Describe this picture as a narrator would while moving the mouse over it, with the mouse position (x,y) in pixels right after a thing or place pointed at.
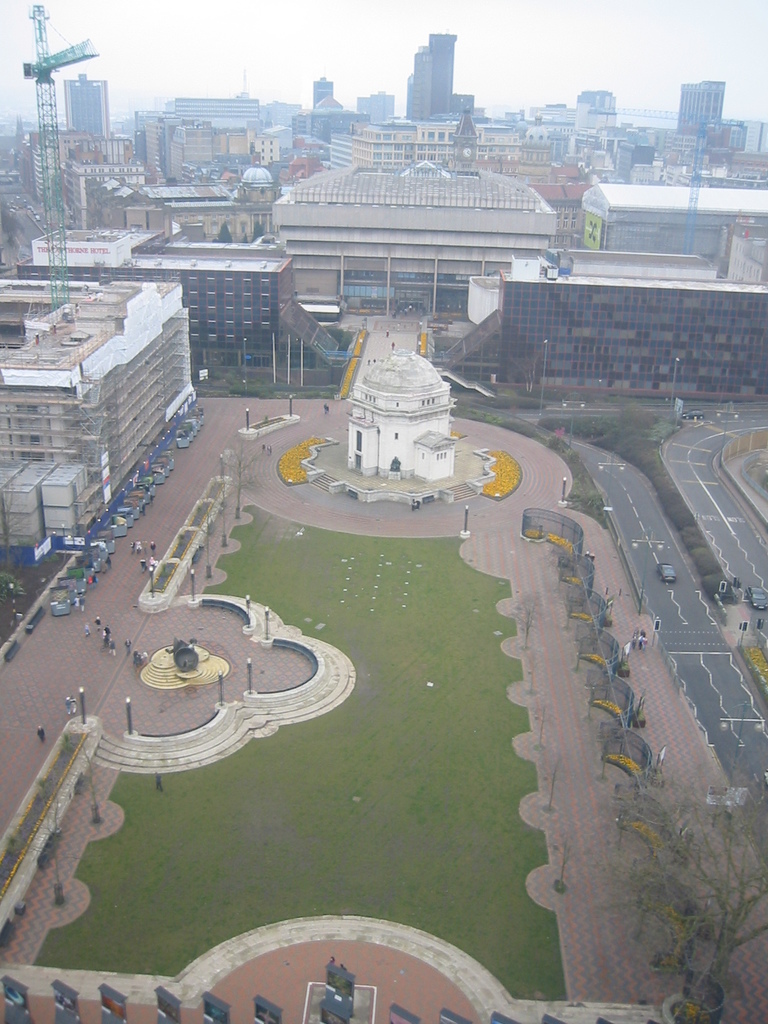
In this picture we can see some buildings (252,223) are, on the left side (62,195) there is a tower (45,188), we can see some people (123,651) here, there is grass (389,805) here, on the right side (679,921) there are some trees (646,916), we can see two cars (672,573) traveling on the road (756,581) here, there are some poles (126,711) and lights (250,611) here, there is sky (280,34) at the top of the picture (332,31).
